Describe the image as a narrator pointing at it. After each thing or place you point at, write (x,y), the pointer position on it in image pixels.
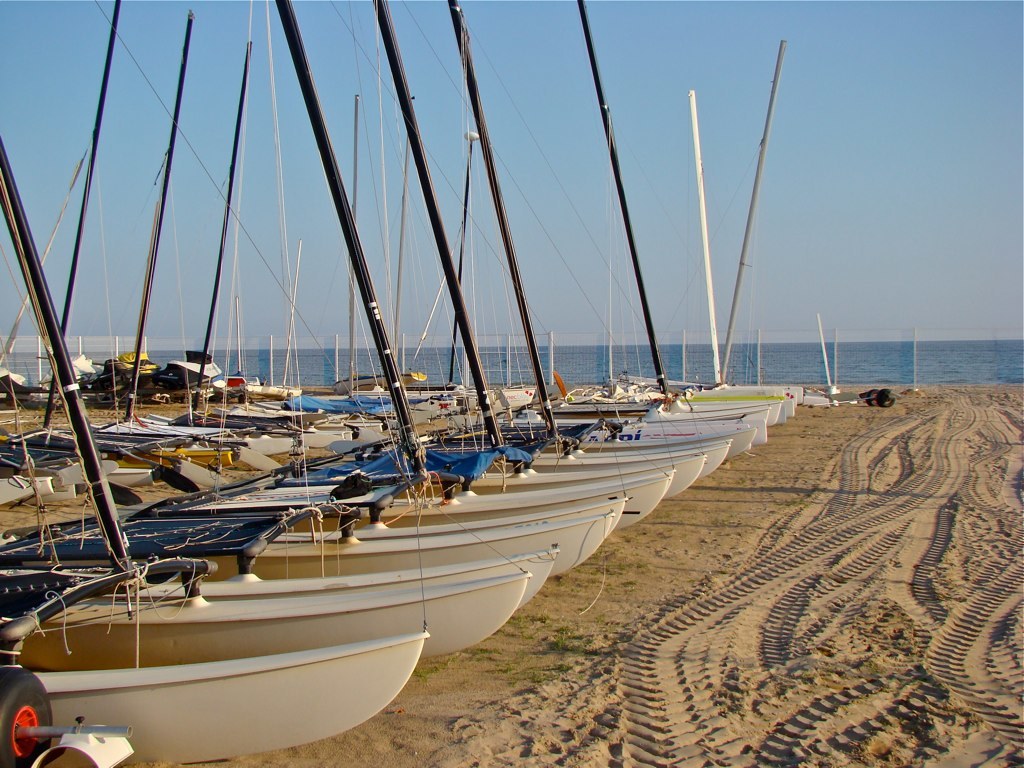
In this picture I can see there are boats (406,587) at left side (325,597), there is sand (736,500) and there is an ocean (952,360) in the backdrop (872,364), the sky (229,102) is clear.
